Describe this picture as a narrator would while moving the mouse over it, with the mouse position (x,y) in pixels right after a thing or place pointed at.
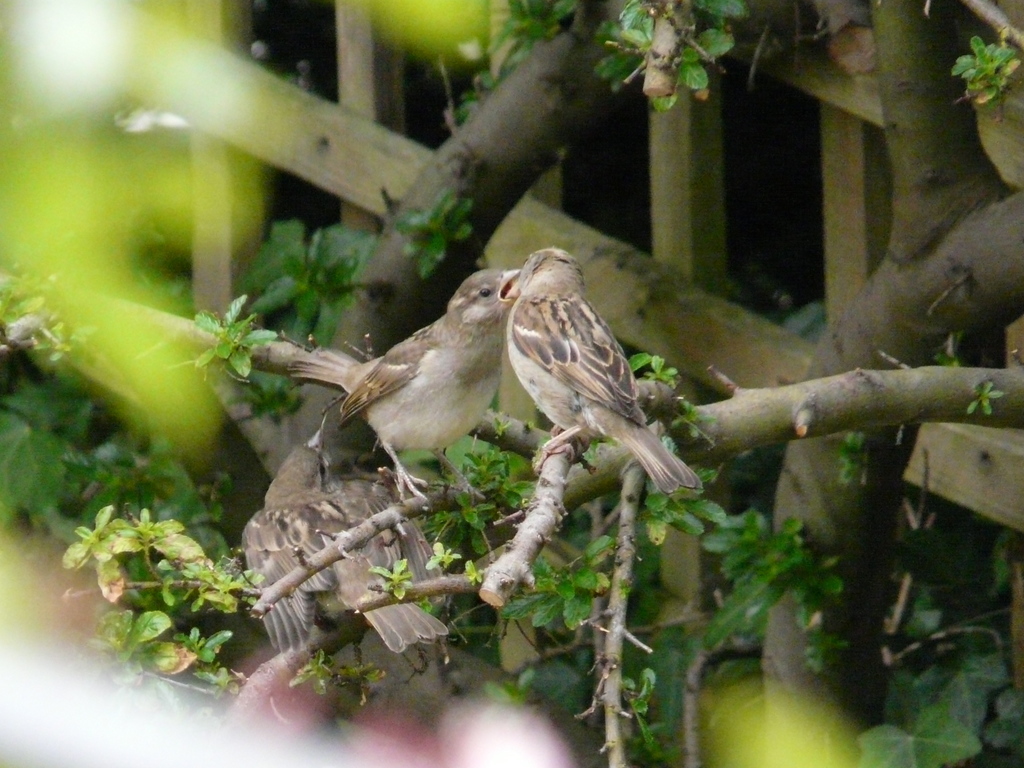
In this picture I can see three birds (456,438) are sitting on the tree (495,417). In the background (608,292) I can see a wooden object (654,278).
